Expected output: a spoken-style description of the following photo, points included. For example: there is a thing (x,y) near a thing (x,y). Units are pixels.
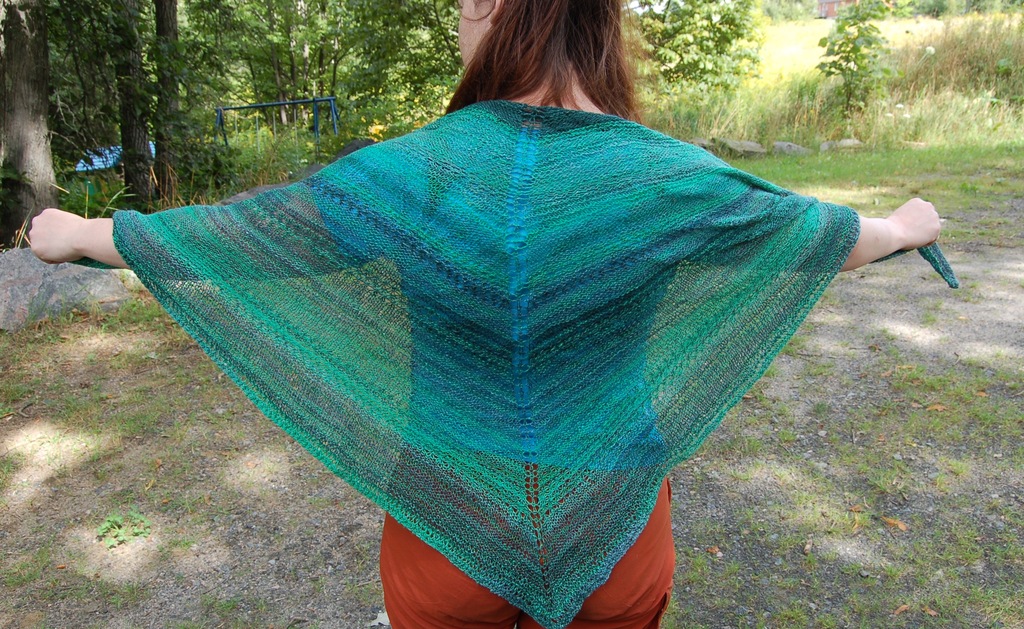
In this image I can see a woman (578,181) wearing orange colored dress (614,587) is standing and I can see a blue and green colored cloth (509,336) on her. In the background (131,495) I can see the ground (151,498), few rocks (21,288), some grass (767,134) and few plants (350,42) which are green in color.
